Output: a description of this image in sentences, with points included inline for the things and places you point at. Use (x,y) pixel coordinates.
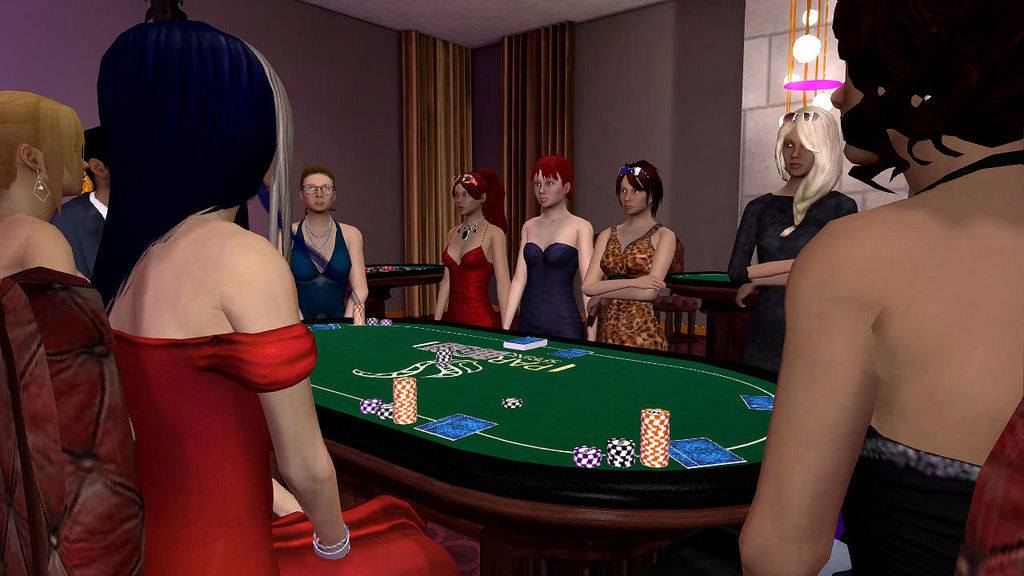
This picture shows an animated picture where people (198,169) standing and we see a poker board (593,554) and coins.
